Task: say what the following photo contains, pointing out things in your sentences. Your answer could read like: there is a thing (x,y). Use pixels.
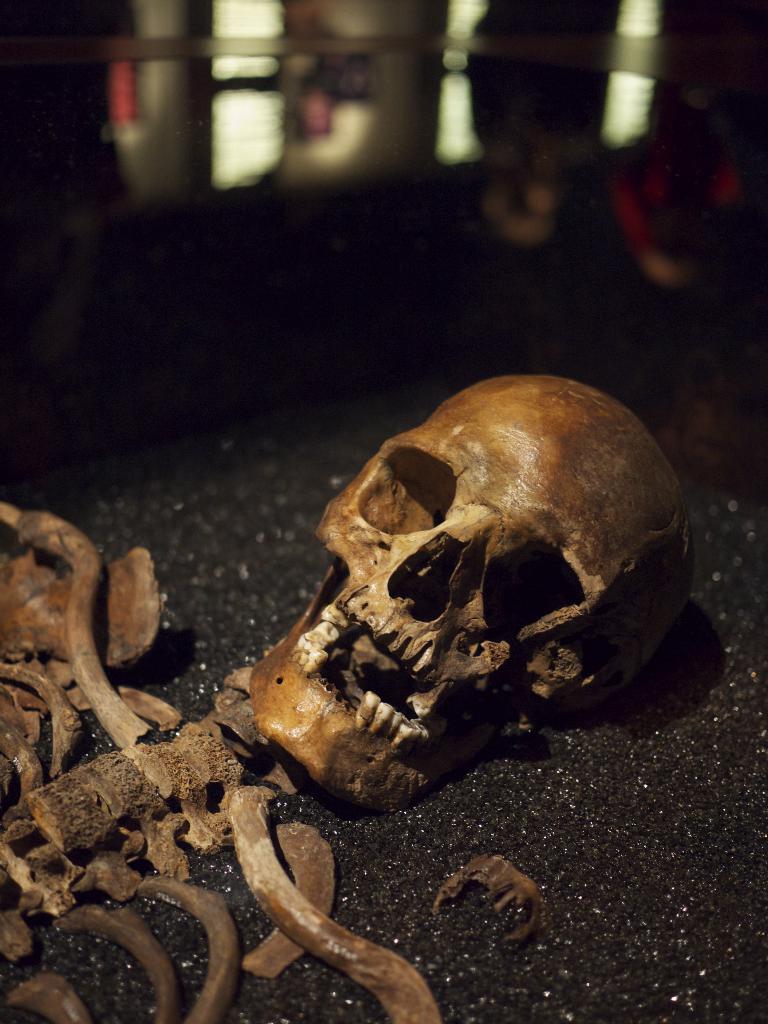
In this image I can see a skeleton (208,713) in the front (487,545). I can also see this image is little bit blurry in the dark.
